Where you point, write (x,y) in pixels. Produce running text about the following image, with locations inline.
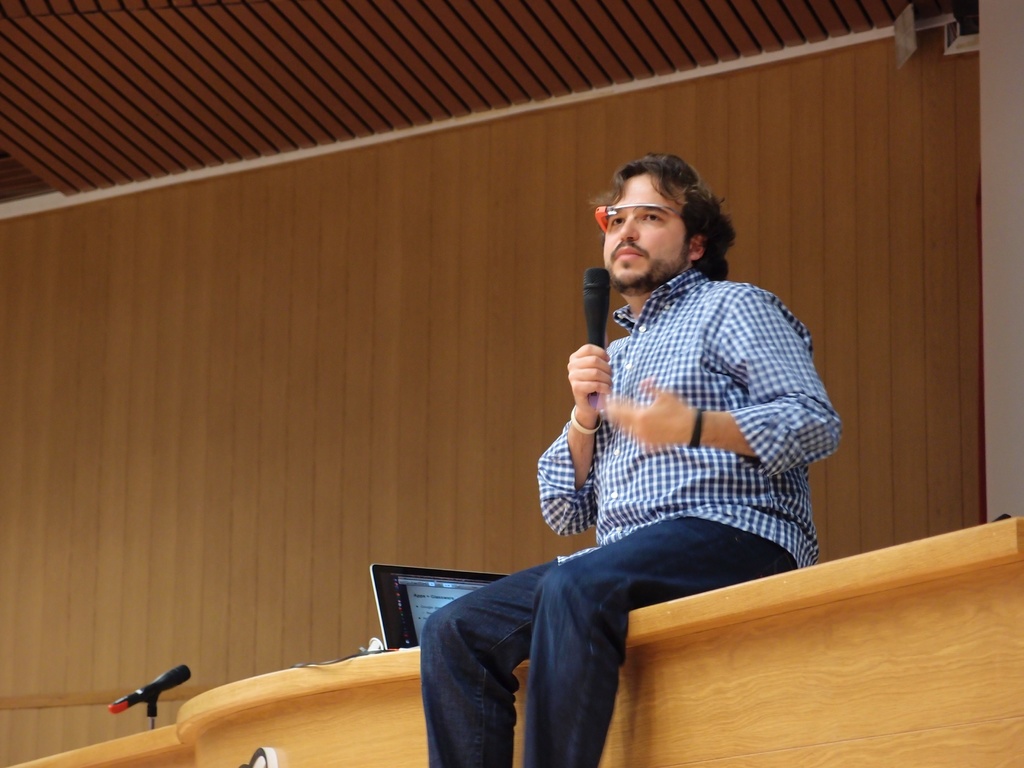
In this picture a man (692,400) is sitting on the table (969,593) with mic (594,334) in his hand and the laptop (407,594) is on the desk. In the background (407,257) there is a wooden wall (875,285) and a beautiful roof (668,52).
